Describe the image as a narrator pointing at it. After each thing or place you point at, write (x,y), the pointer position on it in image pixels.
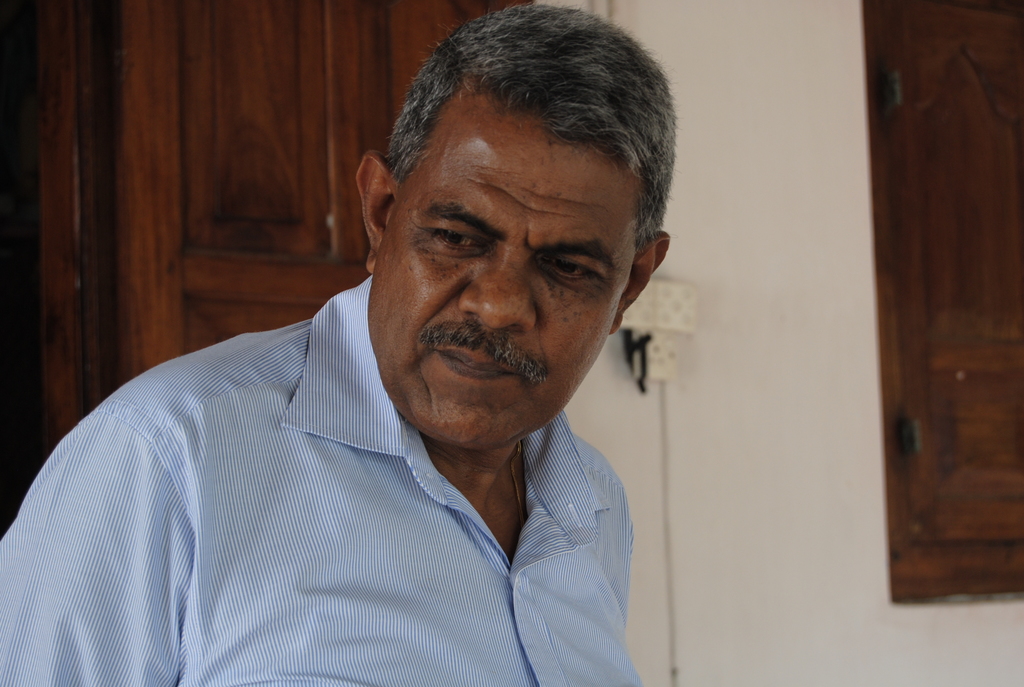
In this image we can see a man (314,515). He is wearing blue color shirt (315,471). Behind him windows (882,144) and white color wall (809,413) is present and one switch board (663,327) is attached to the wall (707,353).
